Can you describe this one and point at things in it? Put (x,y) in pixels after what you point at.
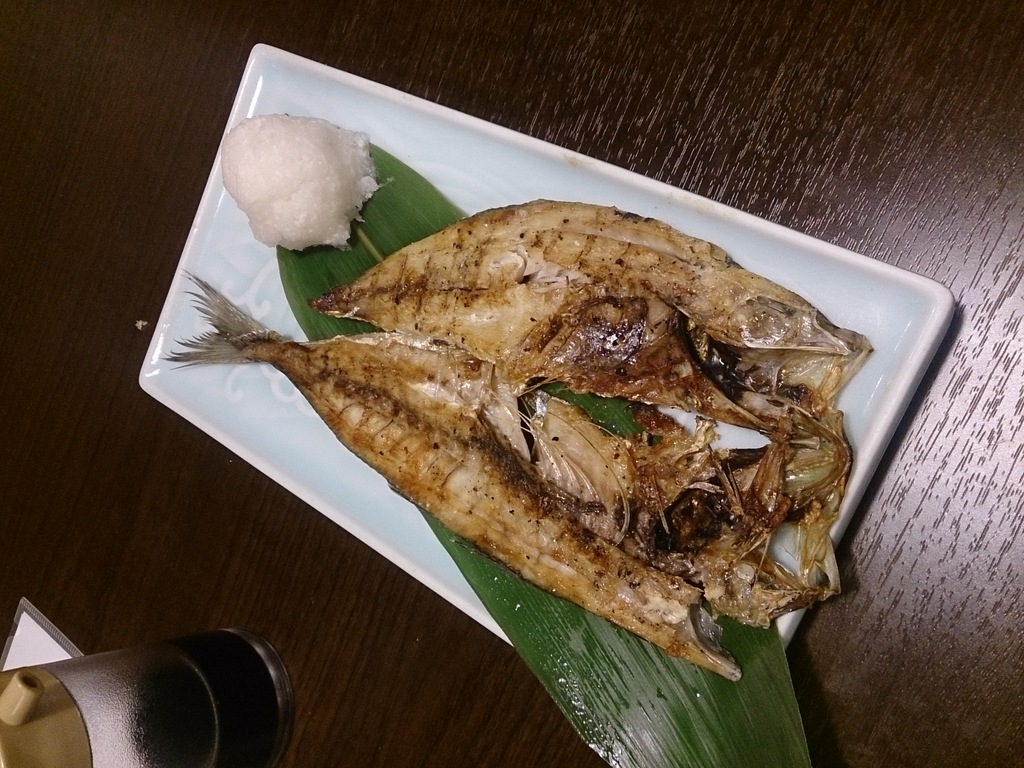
In the center of the image (473,433) we can see a food item (437,406), leaf (597,634) are present on a plate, which are placed on the table (139,423). At the bottom left corner (129,664) a glass (110,694) is present on the table (208,564).
